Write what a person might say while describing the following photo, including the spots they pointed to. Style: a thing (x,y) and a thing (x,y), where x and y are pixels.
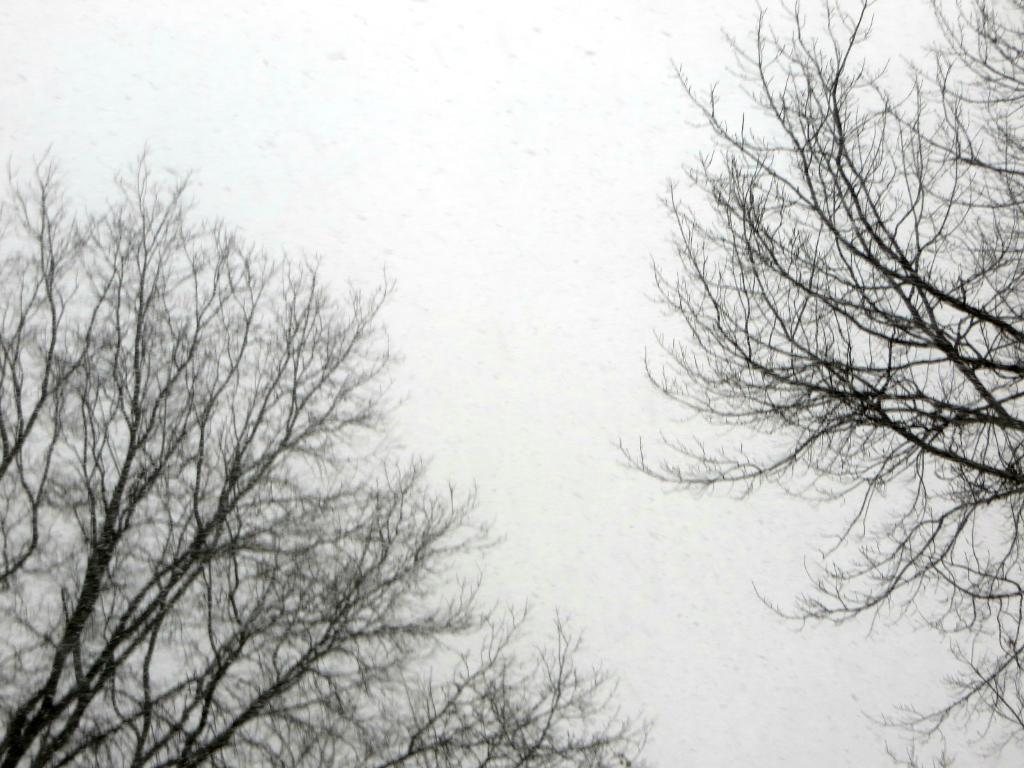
In this image we can see trees (152,642) on either side and the background of the image (580,264) is white in color.
